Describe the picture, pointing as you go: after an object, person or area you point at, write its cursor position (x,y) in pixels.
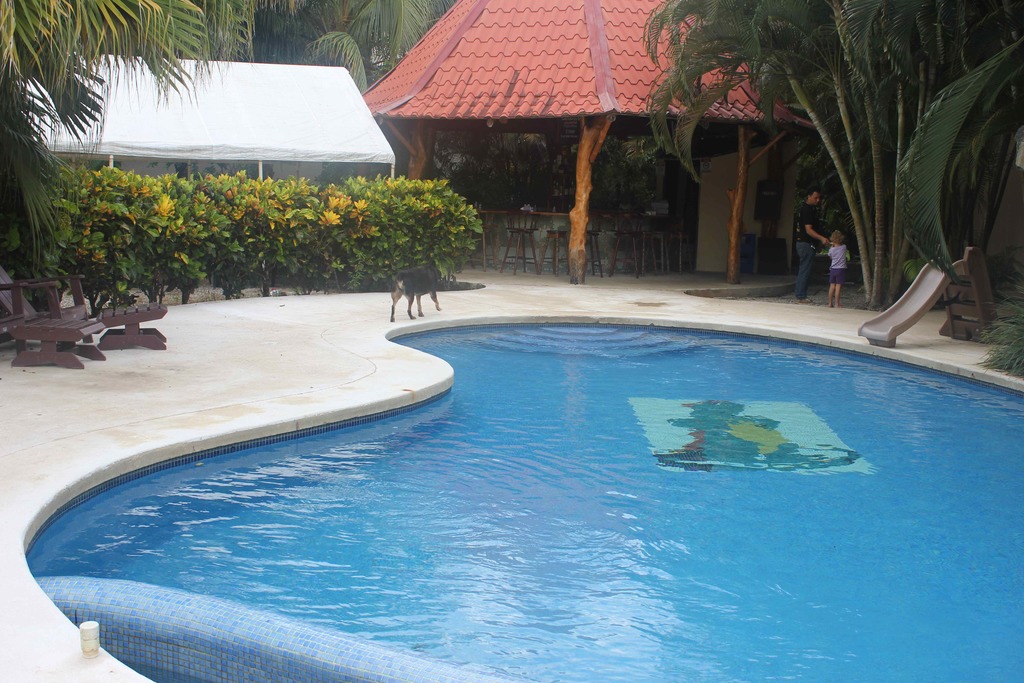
In this picture I can see at the bottom (691,545) there is a swimming pool (677,512). On the right side (846,203) there are trees (954,214) and two persons (810,214) are standing, in the middle (604,253) it looks like there are garden shelters (586,189) and there is an animal (424,285). On the left side (318,262) there are chairs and bushes (215,230).
